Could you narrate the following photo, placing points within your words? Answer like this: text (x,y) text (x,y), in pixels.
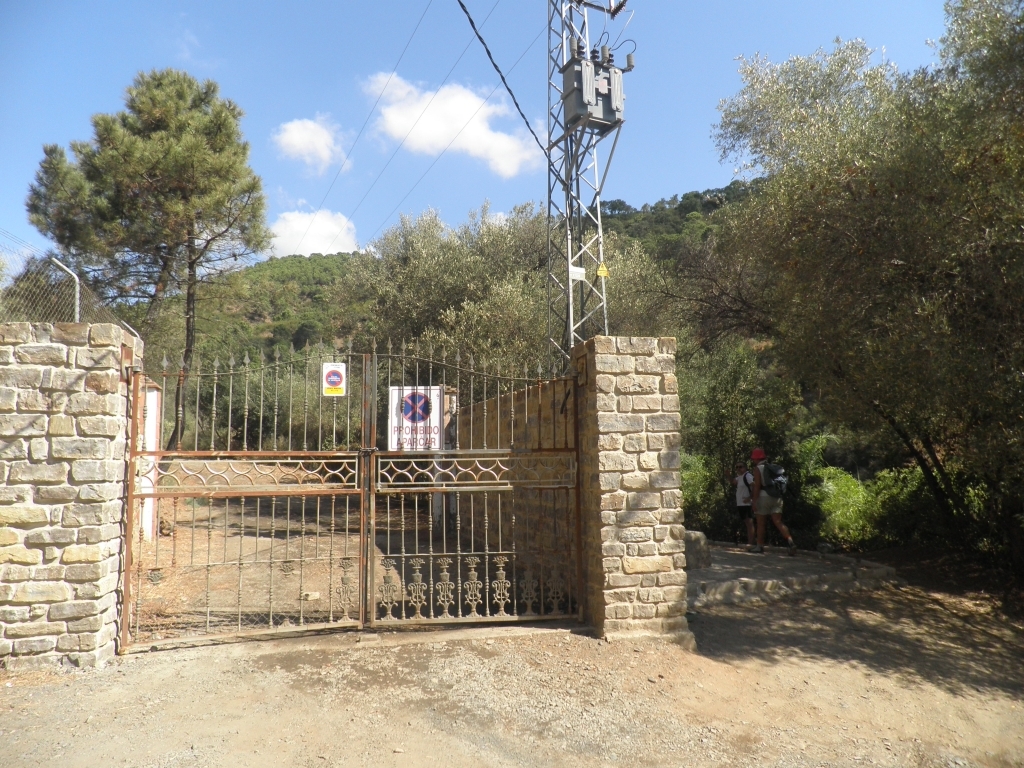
In this image we can see there are people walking on the ground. And there is a gate (298,491) attached to the wall (80,451). And there are trees (537,272), boards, antenna (566,78) and the sky (378,95).
